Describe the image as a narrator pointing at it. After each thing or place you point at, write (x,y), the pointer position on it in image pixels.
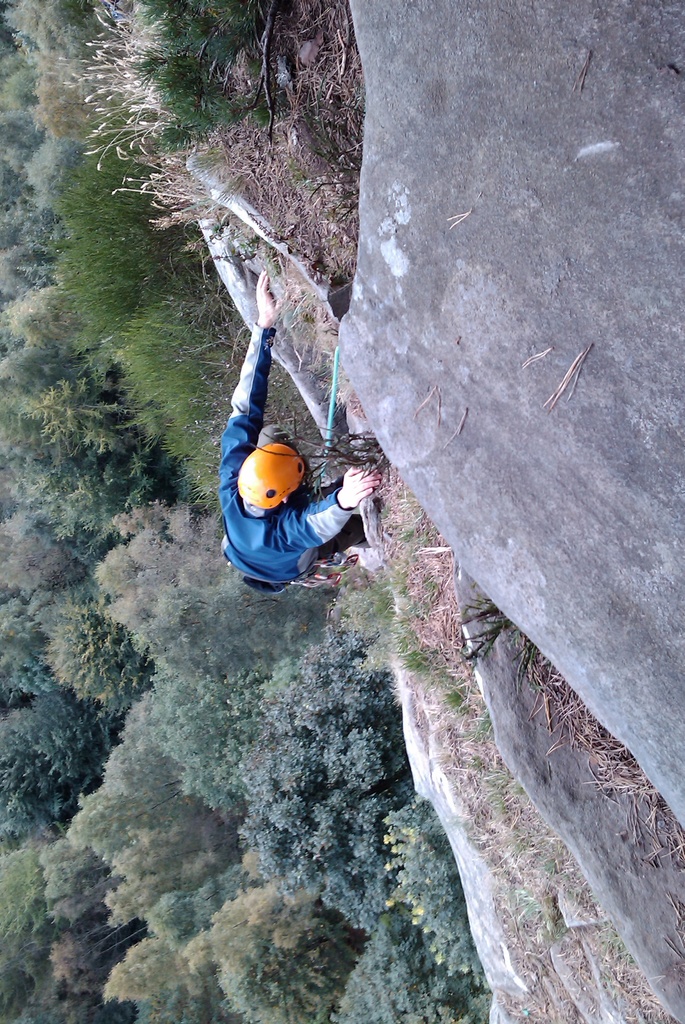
In this image I can see the person (248,566) and the person (255,584) is wearing blue color dress (259,547) and an orange color helmet (286,470). In the background (94,429) I can see few trees (211,745) in green color.
